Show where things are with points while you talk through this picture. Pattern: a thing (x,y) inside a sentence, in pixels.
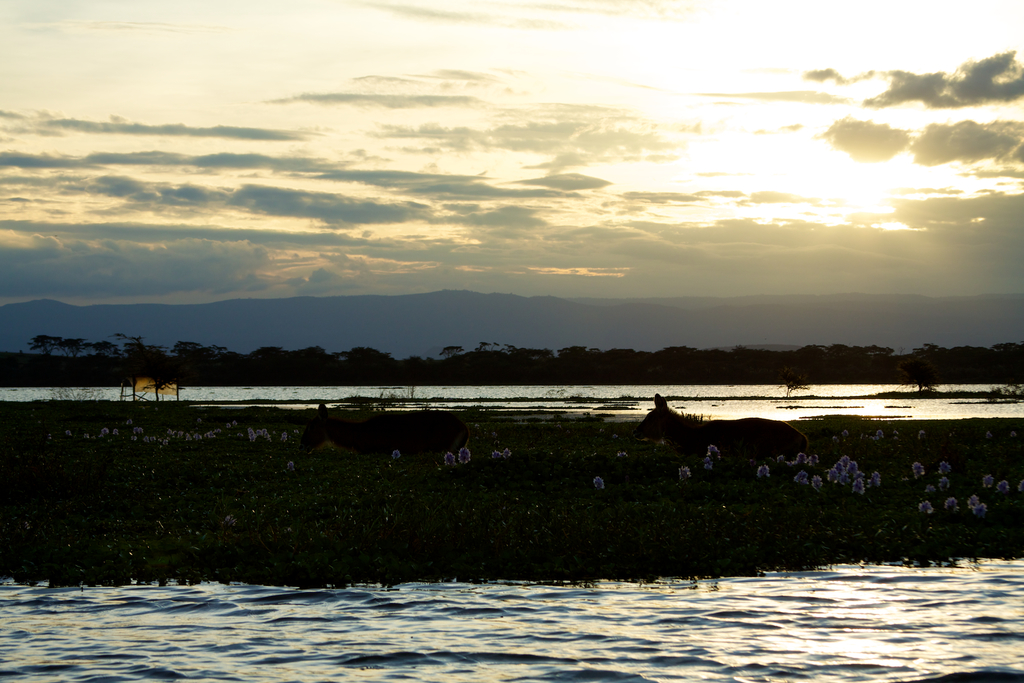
In this picture there is water (484,597) at the bottom side of the image (564,580) and there is grassland (180,405) in the center of the image (574,447), there is sky (77,270) at the top side of the image (424,90).
